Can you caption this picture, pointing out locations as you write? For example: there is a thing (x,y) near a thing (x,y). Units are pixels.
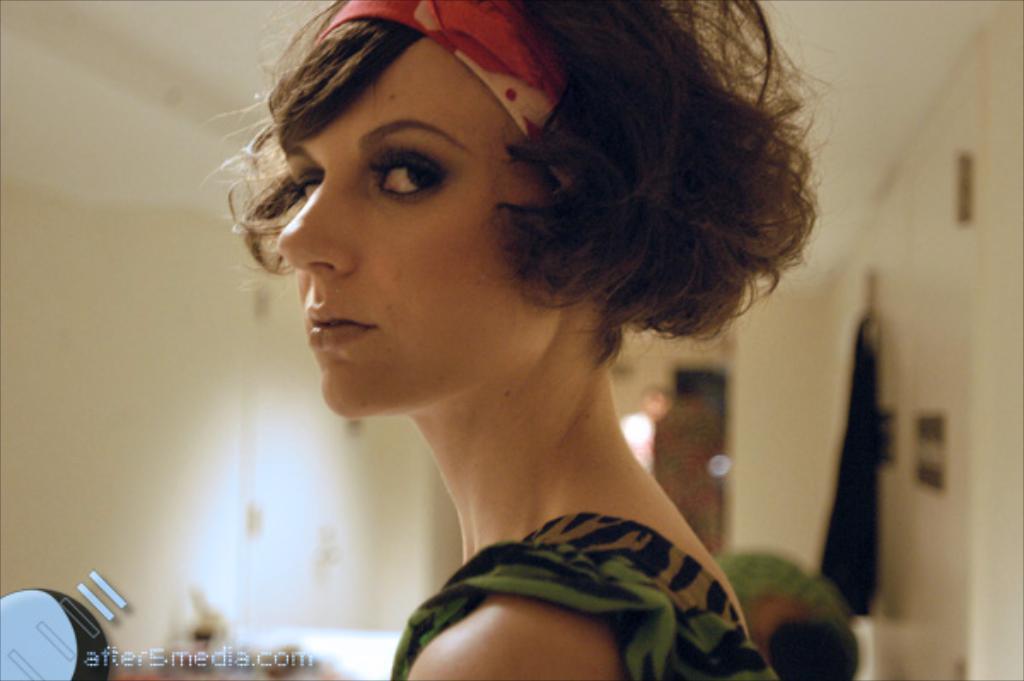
In this image, we can see a woman (505,266) is wearing a headband (481,68) and seeing. Background (855,204) there is a blur view. Here we can see wall (134,404) and roof (152,83). At the bottom of the image (92,668), we can see a watermark (213,664).
